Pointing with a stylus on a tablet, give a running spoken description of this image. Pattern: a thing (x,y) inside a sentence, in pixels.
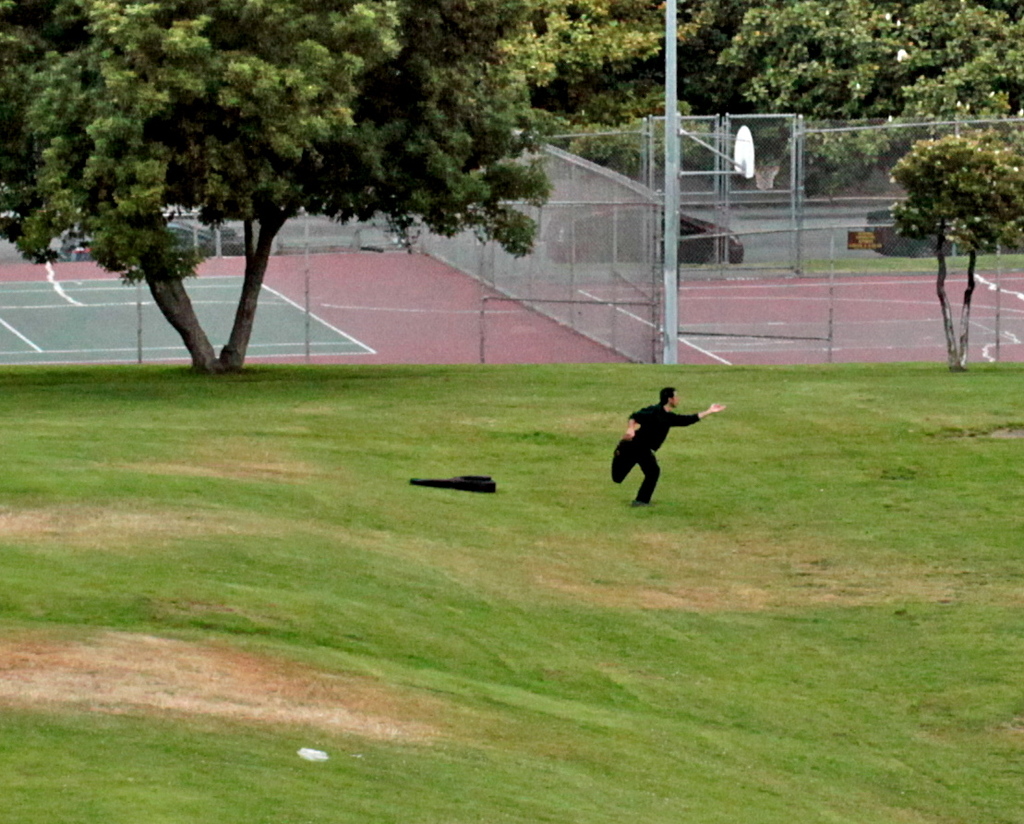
In the foreground of the picture (752,421) we can see grass (537,419), in the grass (647,510) there is a person (658,446) practicing martial arts. In the center of the picture (481,294) there are tennis courts (412,305), trees (510,42), fencing (656,163), pole (669,205) and other objects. In the background (780,47) there are trees (718,46).
